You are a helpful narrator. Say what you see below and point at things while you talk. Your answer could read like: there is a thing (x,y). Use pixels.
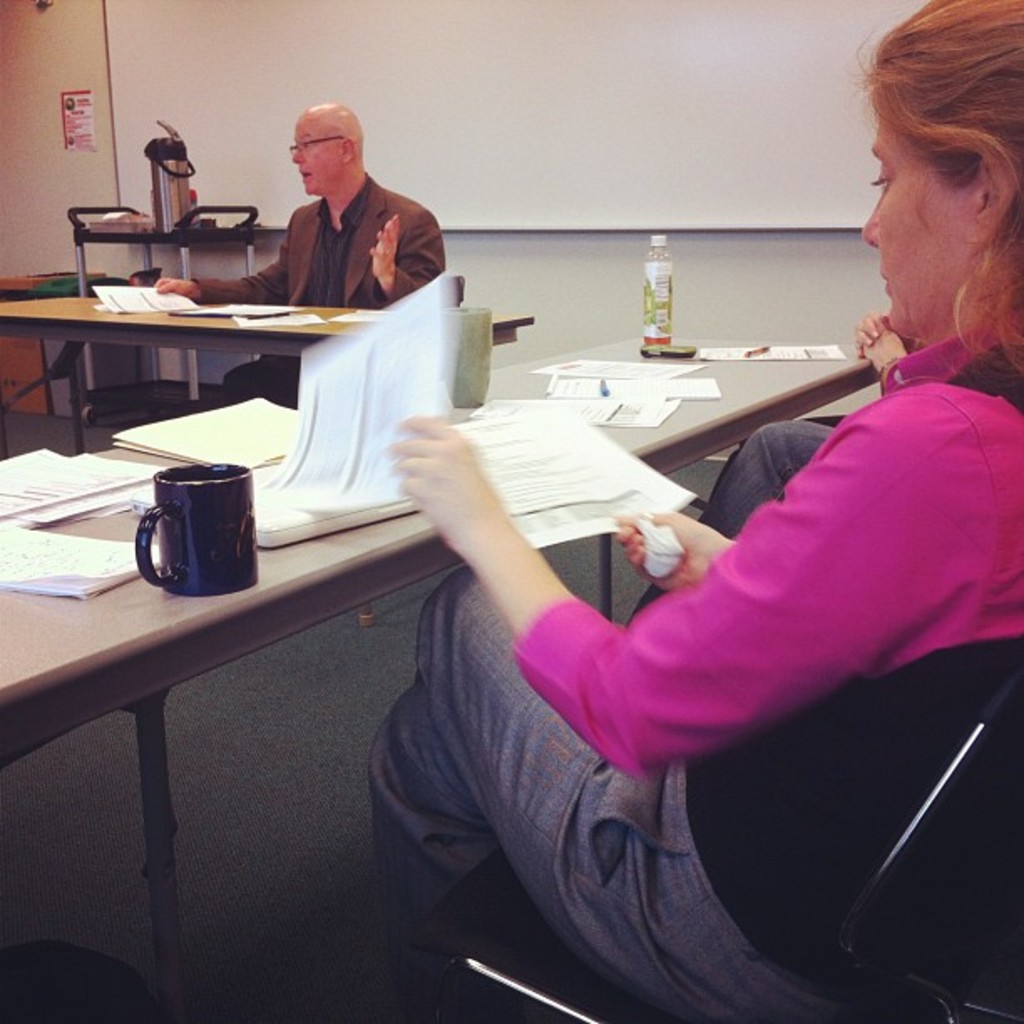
in this picture we can see a woman (917,178) sitting on the chair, and holding the papers (520,459) in her hand (460,473), and in front (182,473) there is cup (183,487), and papers (221,417) and bottle (647,288) on the table (631,355), and to opposite her a man (388,249) is sitting on the chair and holding papers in the hand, and at back (422,53) there is wall (627,287) and at side there is door (64,56), and a cart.
